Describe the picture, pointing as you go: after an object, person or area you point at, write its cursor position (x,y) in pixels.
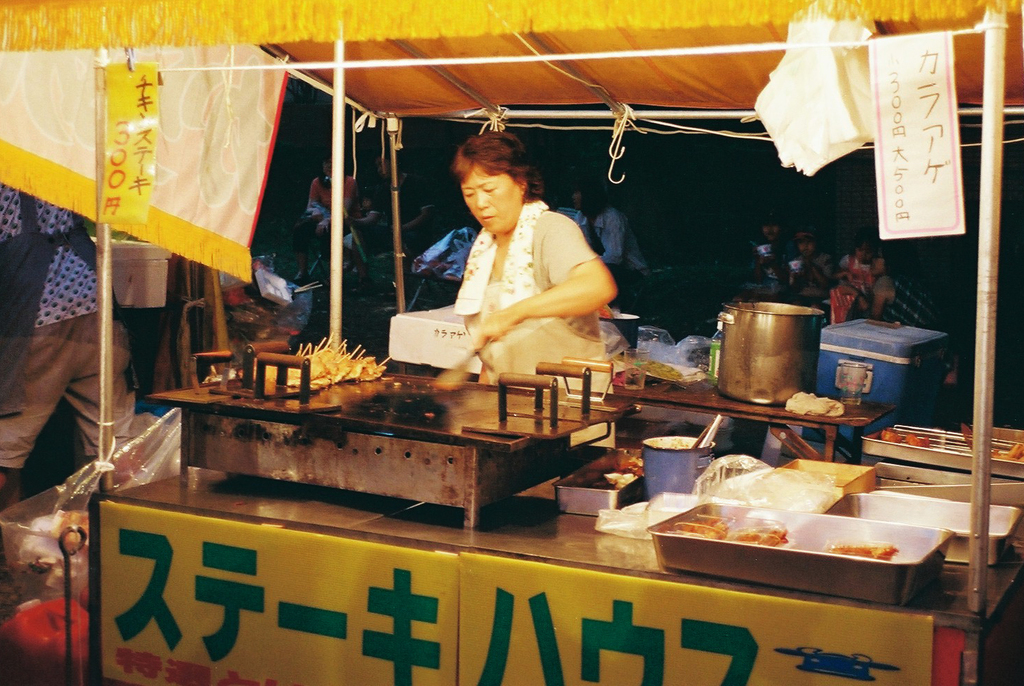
In this image we can see a person (577,352) cooking. There is a stall (462,479) and we can see a stove (403,469). There are trays (848,501) placed on the table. We can see vessels (767,359) and there are some objects (794,412). We can see people (845,294). There is a board (888,96) and we can see rods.
